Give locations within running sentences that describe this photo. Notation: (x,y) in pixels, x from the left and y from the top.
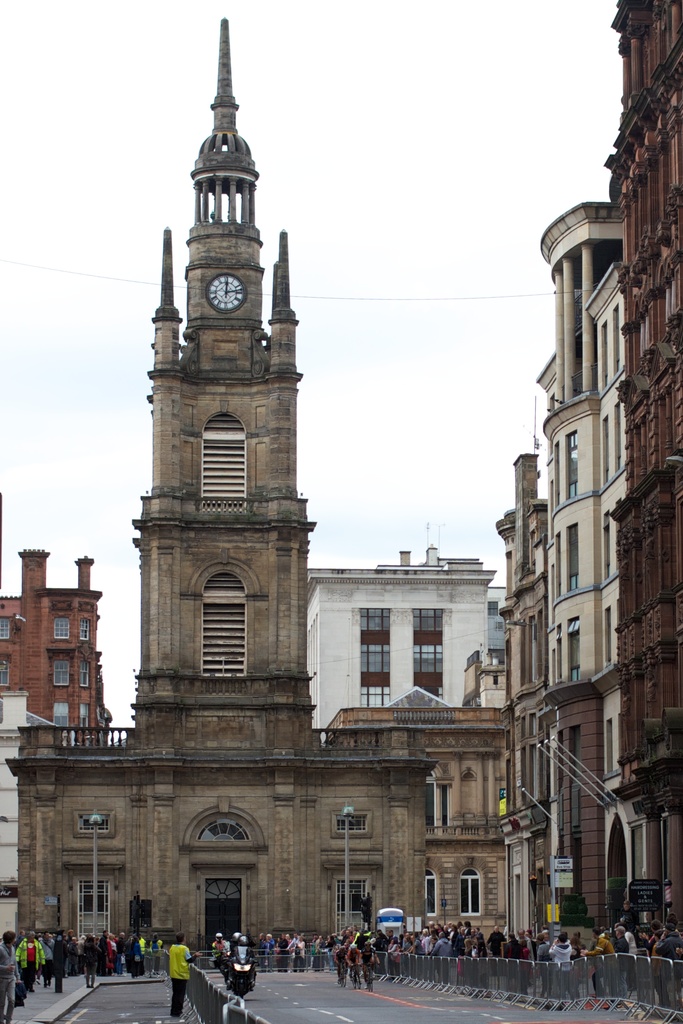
In this image I can see the road (292,1004) and few vehicles (240,965) on the road (264,978). To the side of the road (125,989) there are people (178,995) walking and these people (184,976) are wearing the different color dresses (540,958). I can also see some poles (367,920) and boards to it. In the back (282,747) I can see the clock tower (218,643), buildings (337,624) and also the white sky (450,295).
